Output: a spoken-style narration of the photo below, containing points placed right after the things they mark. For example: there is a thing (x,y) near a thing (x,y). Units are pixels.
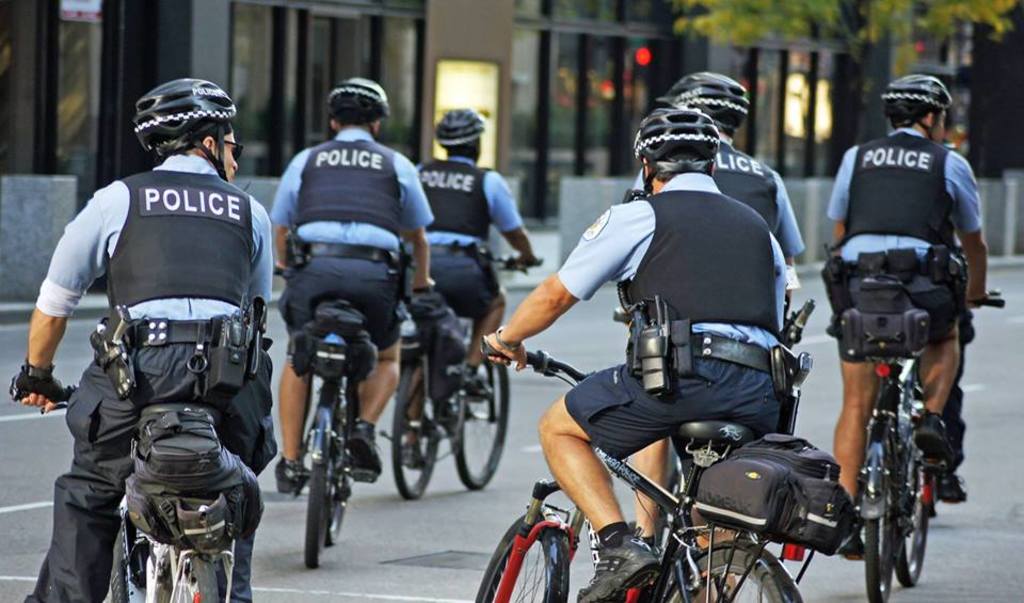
In the image we can see there are people (919,272) who are sitting on bicycle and the bicycle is on the road (30,475).
